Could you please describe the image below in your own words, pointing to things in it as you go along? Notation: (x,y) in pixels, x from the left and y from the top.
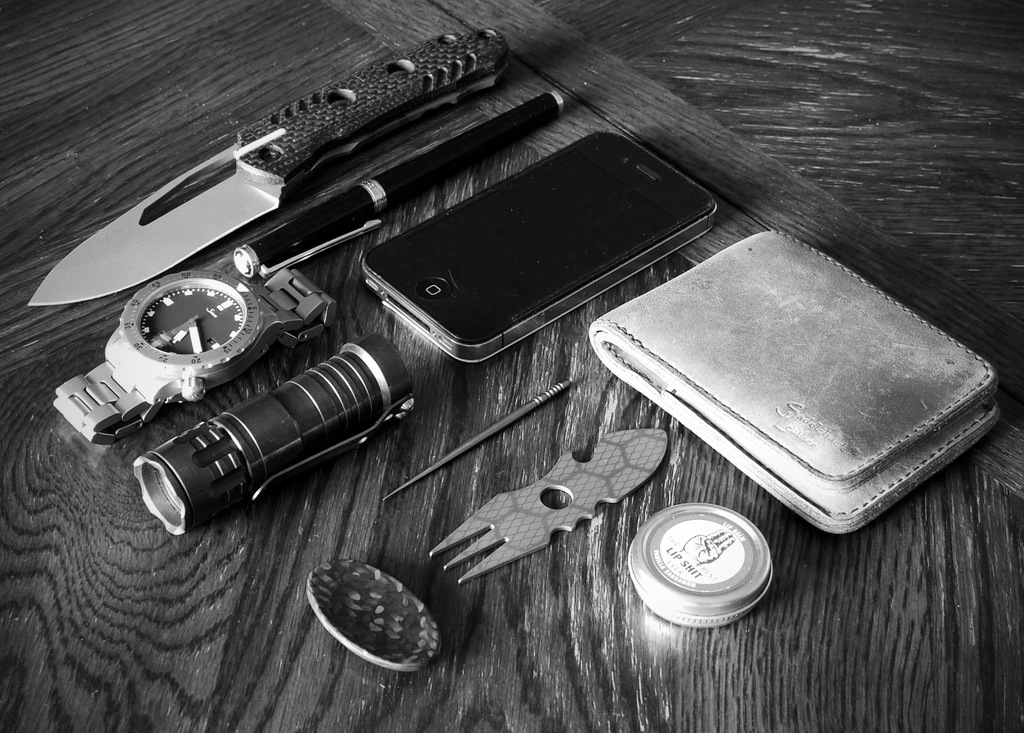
In this picture I can observe knife (249,201), pen (463,160), watch (210,376), mobile (600,257), wallet (737,390) and some accessories (254,497) placed on the wooden surface (229,84). This is a black and white image.
